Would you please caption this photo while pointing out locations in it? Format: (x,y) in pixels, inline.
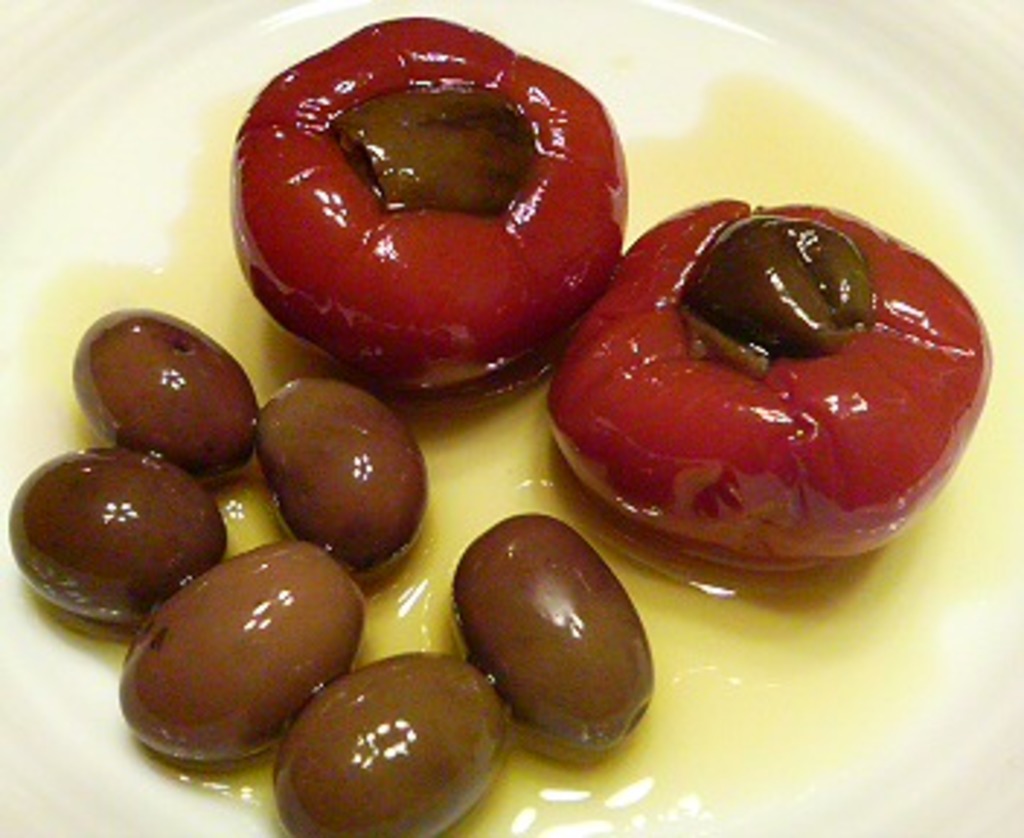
There are red and brown color foods (526,156) on a white color plate (517,27). And the background (14,19) is white in color.
